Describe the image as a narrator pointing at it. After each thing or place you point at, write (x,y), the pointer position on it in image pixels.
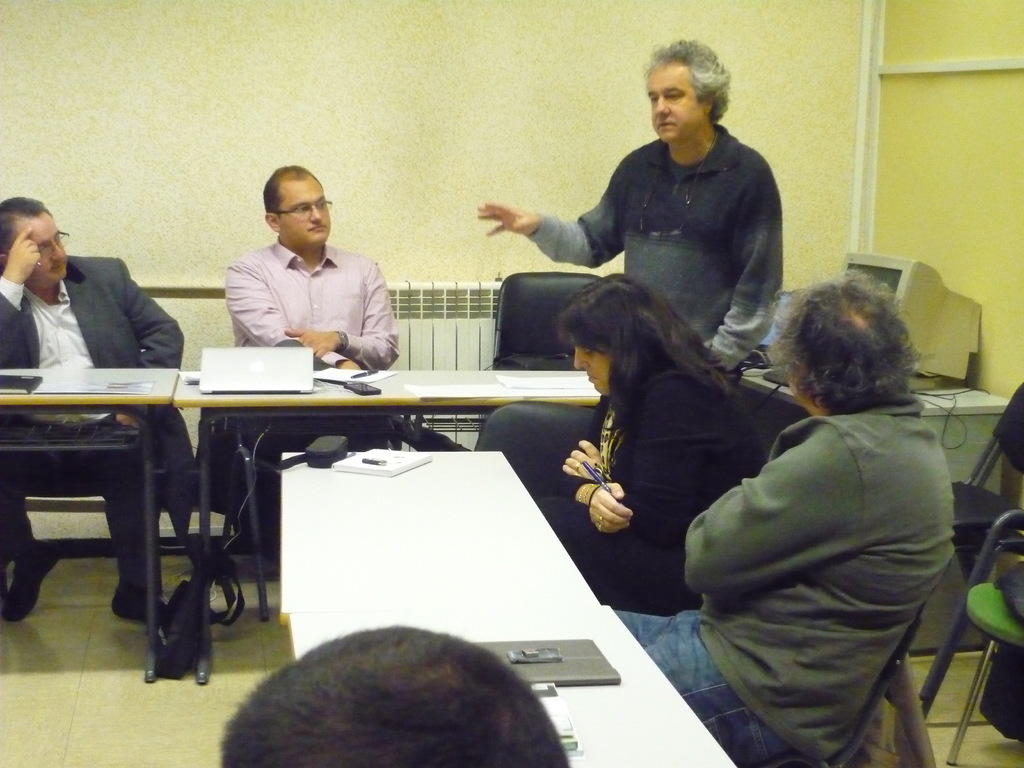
A man (711,131) is standing and speaking. There are five other people (294,261) sitting and listening to him. They are sitting at tables (259,401). There is laptop (276,362) on the table (271,398) and a desktop (900,311) in the background (912,317).
